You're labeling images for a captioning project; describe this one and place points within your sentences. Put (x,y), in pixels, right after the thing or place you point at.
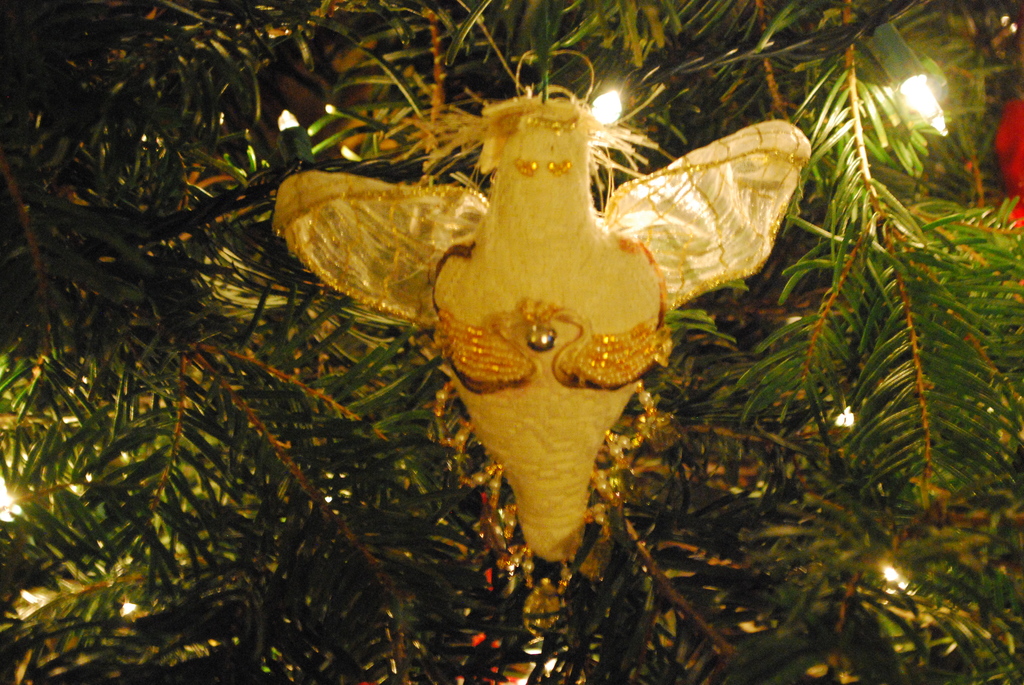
In the center of the image (587,260) a decor (593,235) is there. In the background of the image (59,29) we can see leaves (958,96), lights (914,87) are there.
